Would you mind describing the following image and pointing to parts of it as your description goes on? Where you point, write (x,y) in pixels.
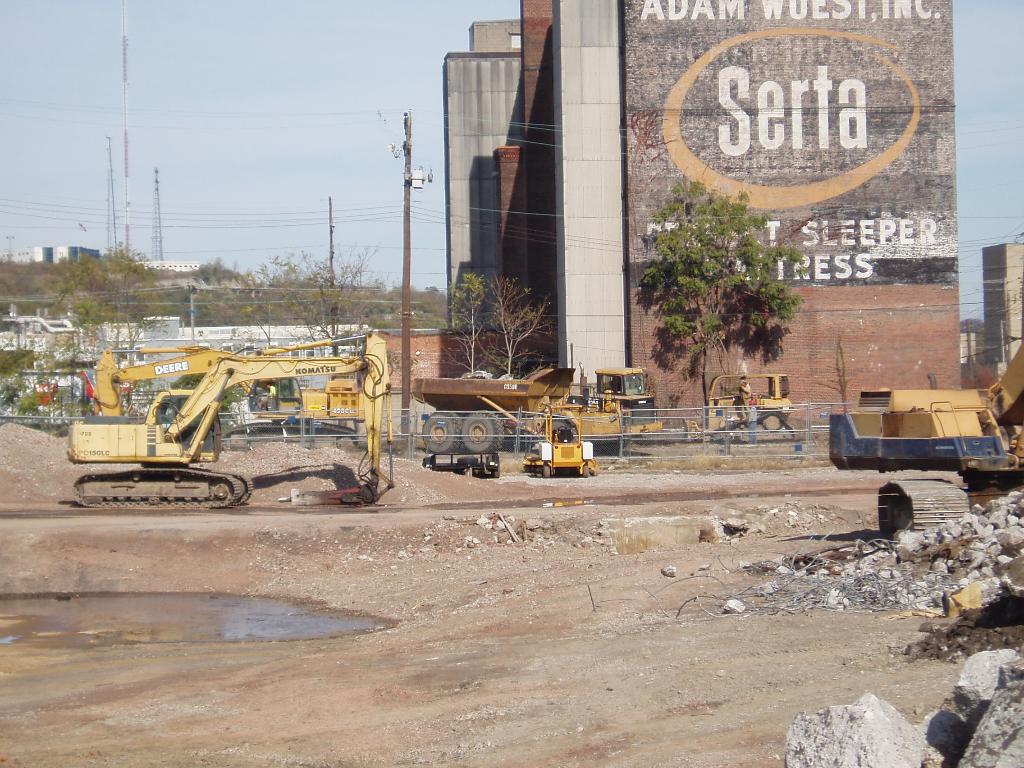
Here in this picture we can see a couple of excavators (148,446) and trucks (451,418) present on the ground (608,509) and on the right bottom side (1000,740) we can see stones (947,587) present and in the far we can see plants (107,315) and trees (79,352) present and we can also see a building (517,214) present and we can also see an electric tower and mobile towers (125,240) present in the far and we can see the sky (172,210) is clear.
